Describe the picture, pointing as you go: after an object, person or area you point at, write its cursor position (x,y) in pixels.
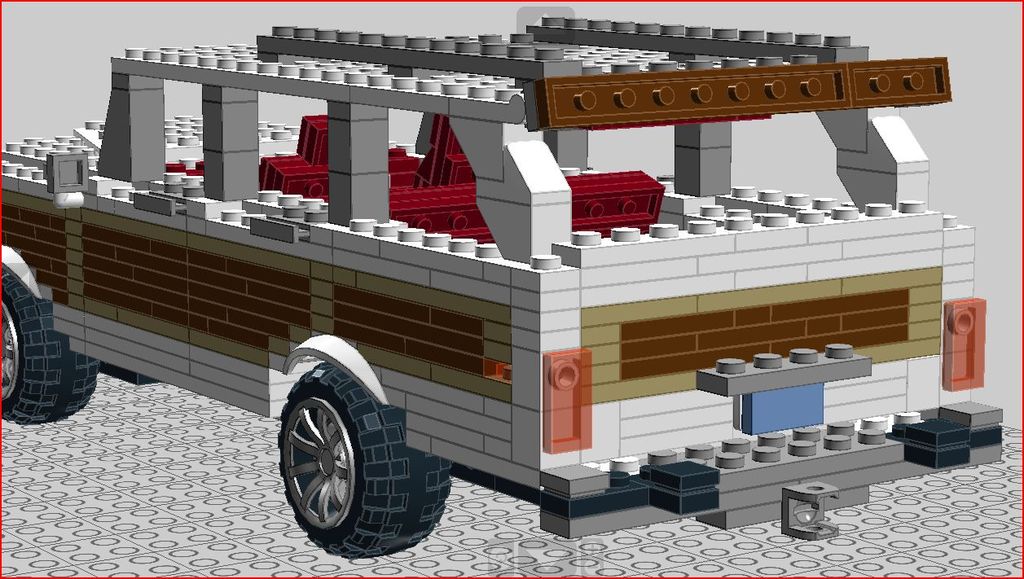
This is an animated image. In this image we can see a vehicle (315,232) made with blocks (556,388) and tires (15,324).
